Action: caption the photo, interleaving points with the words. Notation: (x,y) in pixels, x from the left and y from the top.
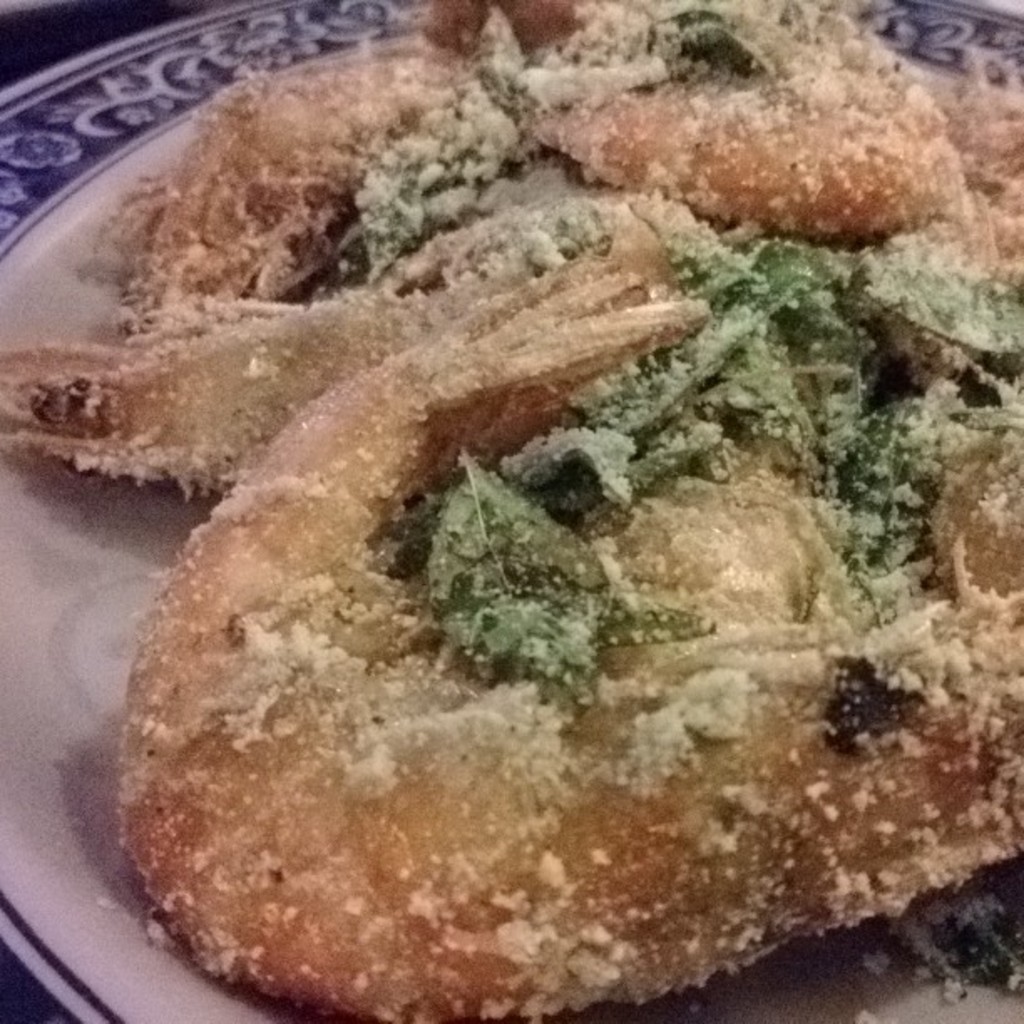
In this picture we can see a plate (83,563) at the bottom (69,704), there is some food (405,438) present in this plate (44,636).
